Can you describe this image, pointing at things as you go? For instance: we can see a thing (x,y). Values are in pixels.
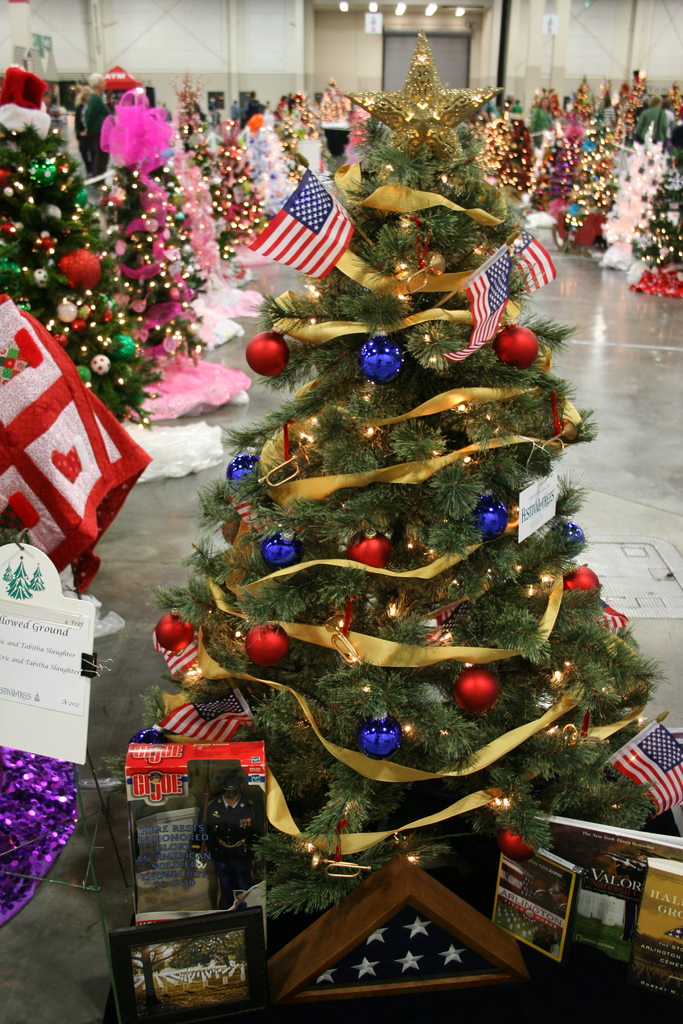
In this image I can see few Christmas trees (397,322) around. Christmas trees (523,178) are decorated with colorful balls (171,152), lights (132,185), books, flags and few decorative objects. Back I can see the white and cream wall (277,53).
